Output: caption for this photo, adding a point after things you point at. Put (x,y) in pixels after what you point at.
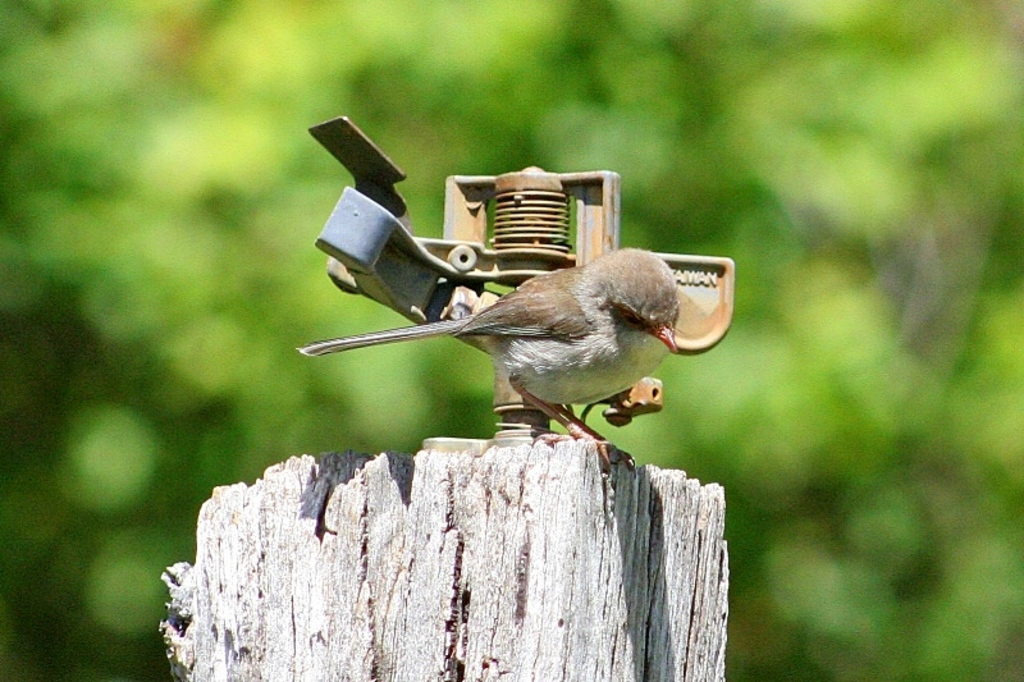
In this picture we can see a bird (659,324) is standing, at the bottom (570,592) there is wood (559,600), it looks like a tree (671,141) in the background (621,88), we can see a blurry background (550,35).
